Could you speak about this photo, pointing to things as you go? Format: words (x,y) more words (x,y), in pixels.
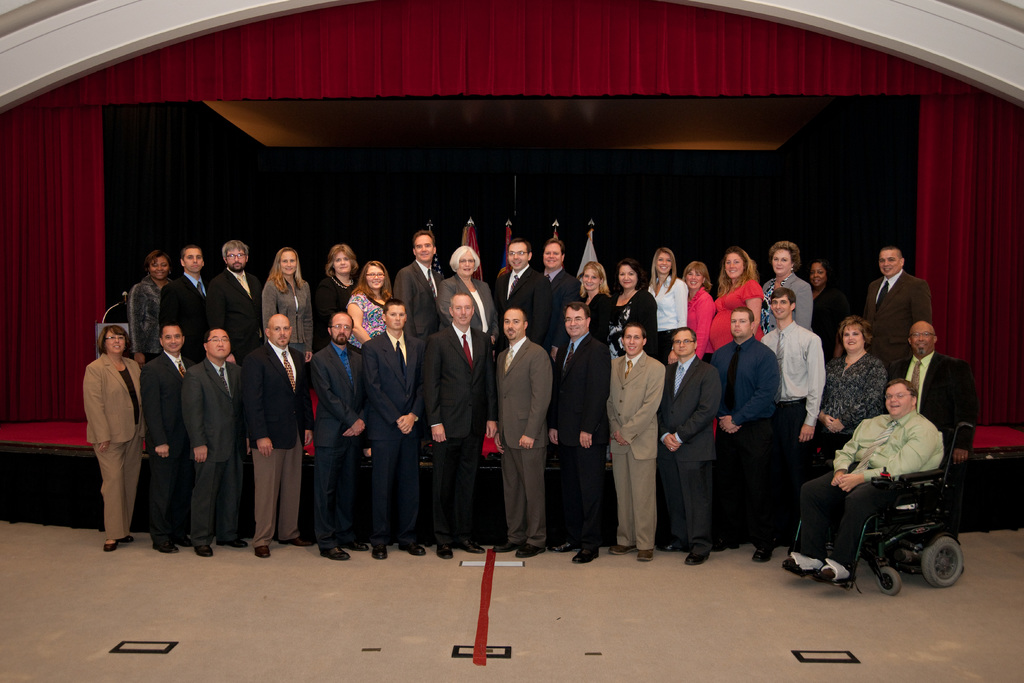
In this image I can see a group of people (769,316) standing and wearing different color dresses (403,414). One person (901,429) is sitting on the wheelchair (931,545). Back I can see a red and black color curtains (296,246).
